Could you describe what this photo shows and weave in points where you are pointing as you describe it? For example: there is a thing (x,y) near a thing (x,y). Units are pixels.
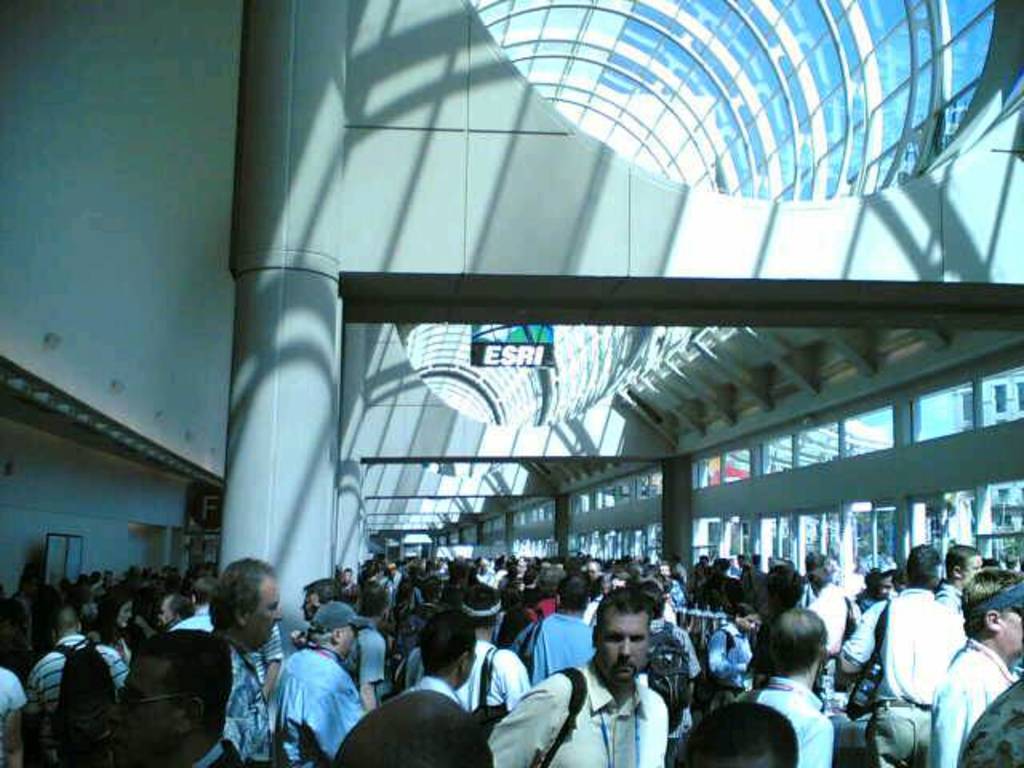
In this image there are crowd (191,660), inside a building (39,81) and the building (703,23) is covered with glasses (866,440).
